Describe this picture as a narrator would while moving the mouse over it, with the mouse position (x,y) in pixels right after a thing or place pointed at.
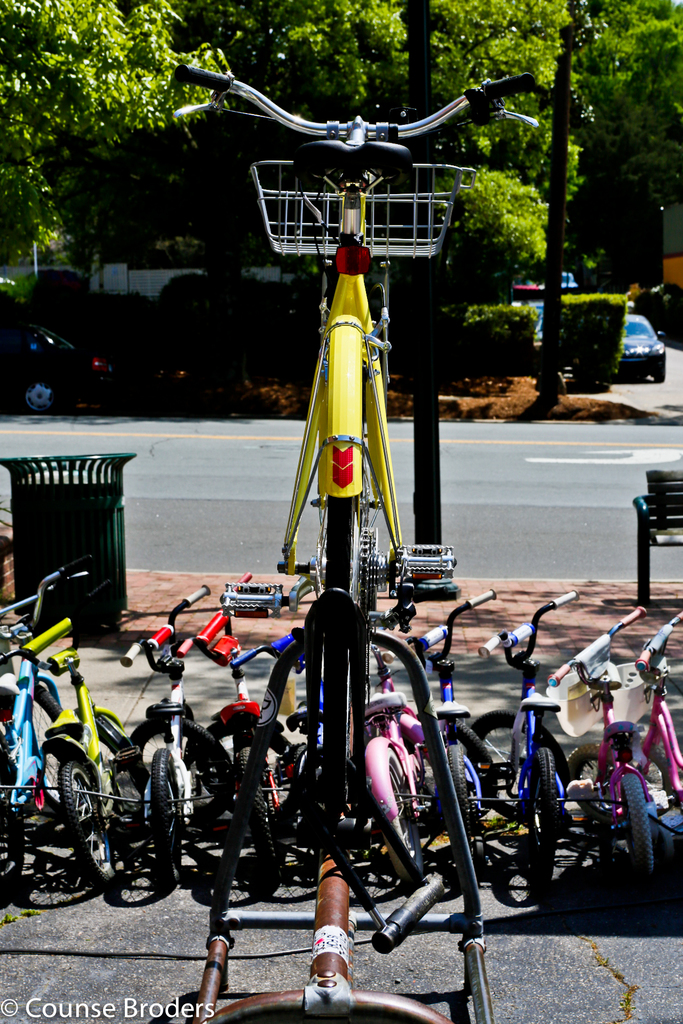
In this image I can see a bicycle (364,374) which is yellow and black in color on the ground (379,968) and few other bicycles (641,761). In the background (225,674) I can see the side walk (514,603), the road (476,506), few vehicles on the road (198,472), few trees (358,8), a bench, a bin (125,501) and a pole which is black in color.
